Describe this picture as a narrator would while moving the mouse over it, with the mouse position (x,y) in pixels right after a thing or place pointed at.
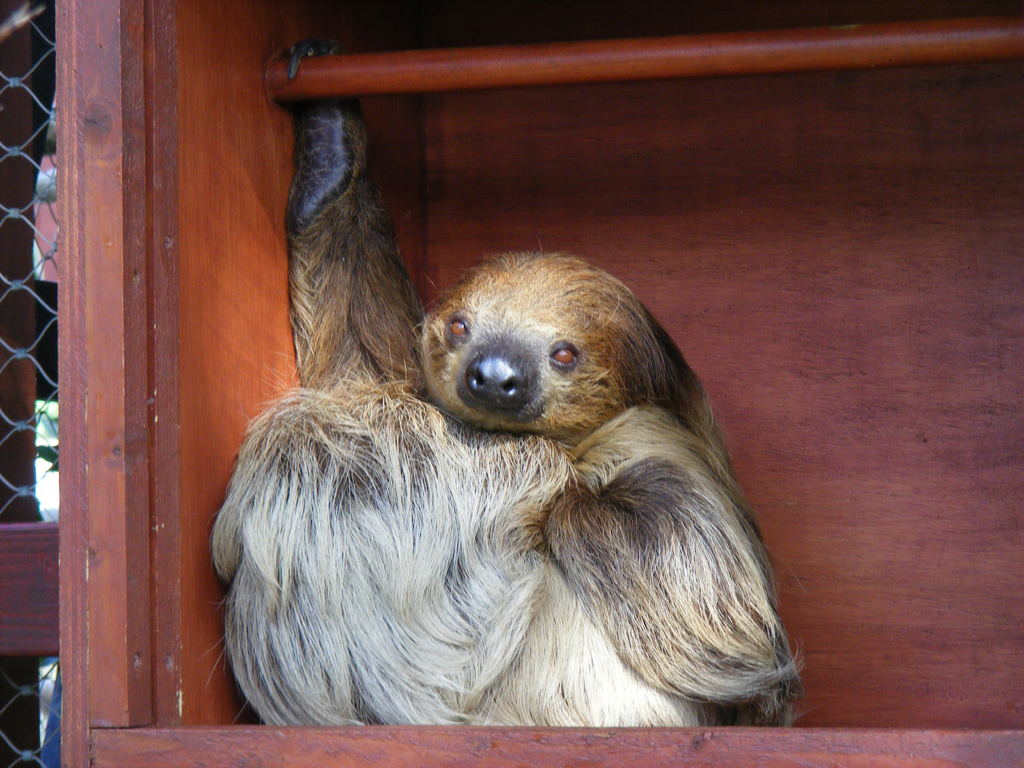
In this image I can see an animal (507,408) in the wooden object (834,633). On the left side (55,341) I can see the fence (26,749).
